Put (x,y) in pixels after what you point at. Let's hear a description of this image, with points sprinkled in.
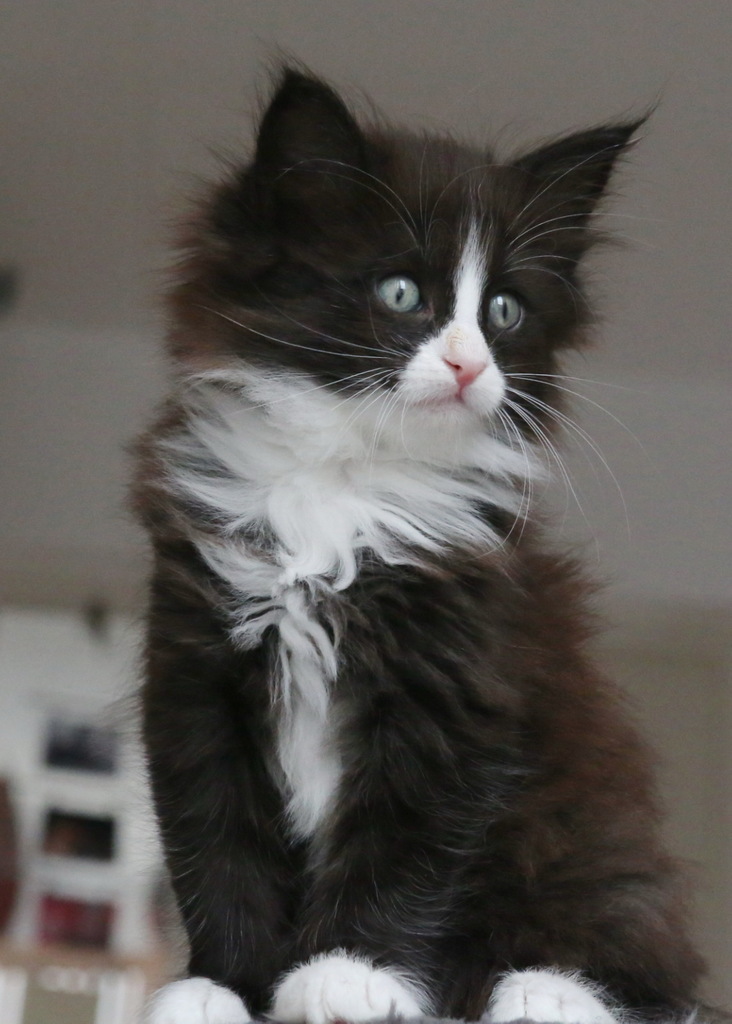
In this picture, we can see a cat (185,808) is sitting on an object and behind the cat (320,531) there are blurred items (65,847).
